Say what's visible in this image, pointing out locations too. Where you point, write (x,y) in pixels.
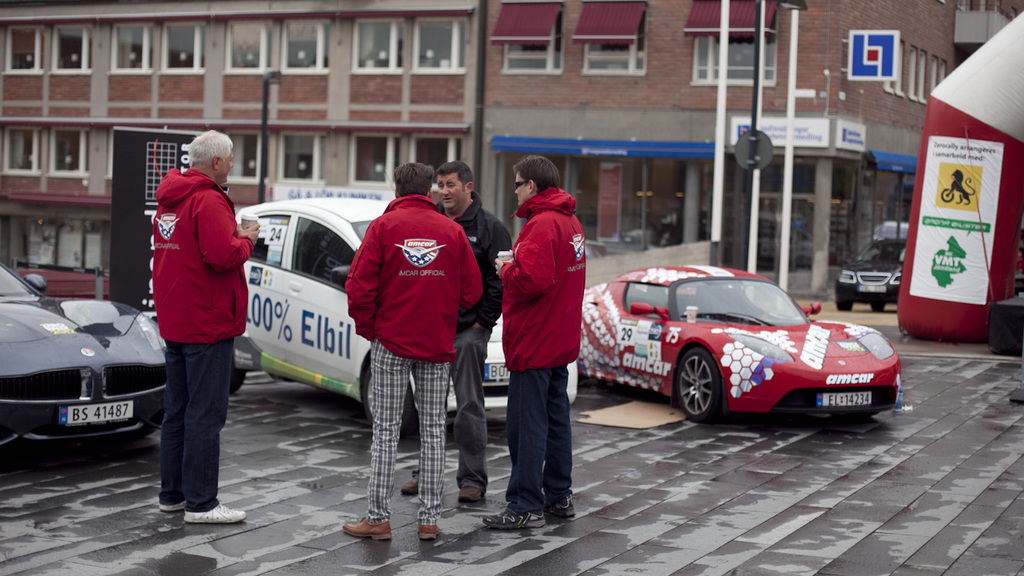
In this image I can see four persons (415,203) standing. In front (206,284) the person (216,255) is wearing red and black color dress (212,321) and I can see few vehicles (1,310). In the background (800,50) I can see few buildings (467,151), windows (624,165), poles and few objects (929,264).
